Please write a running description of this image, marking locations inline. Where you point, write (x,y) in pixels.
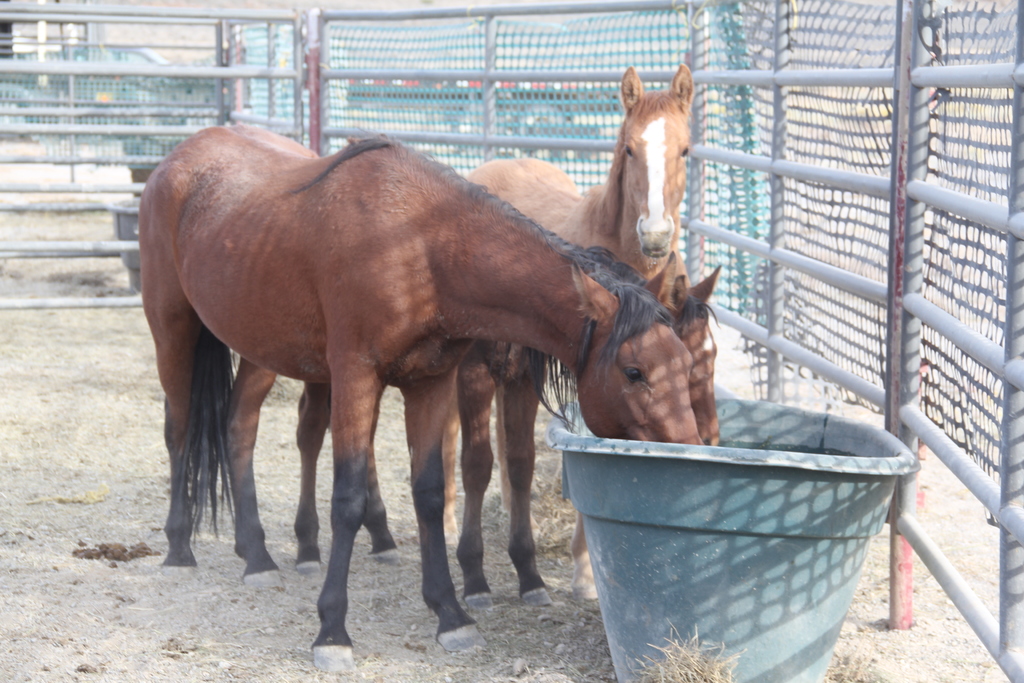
In this image I see 3 horses (391,355) in front (261,203) and I see a grey color thing (655,497) near to them and I see the grass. In the background (31,177) I see the fencing (58,185).
